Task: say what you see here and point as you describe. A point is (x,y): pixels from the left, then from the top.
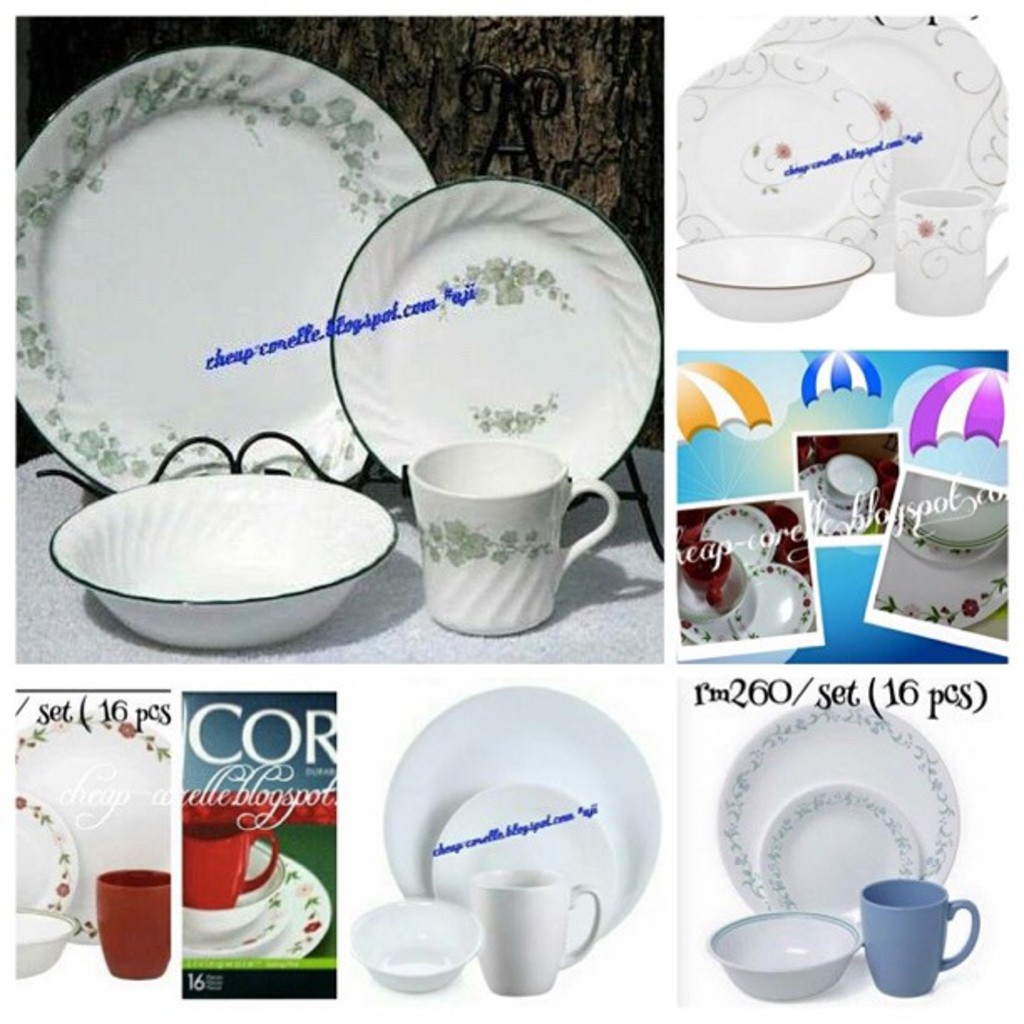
Here we can see collage of pictures, in these pictures we can see plates (388,267), mugs (508,888), bowls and some text (344,333).
